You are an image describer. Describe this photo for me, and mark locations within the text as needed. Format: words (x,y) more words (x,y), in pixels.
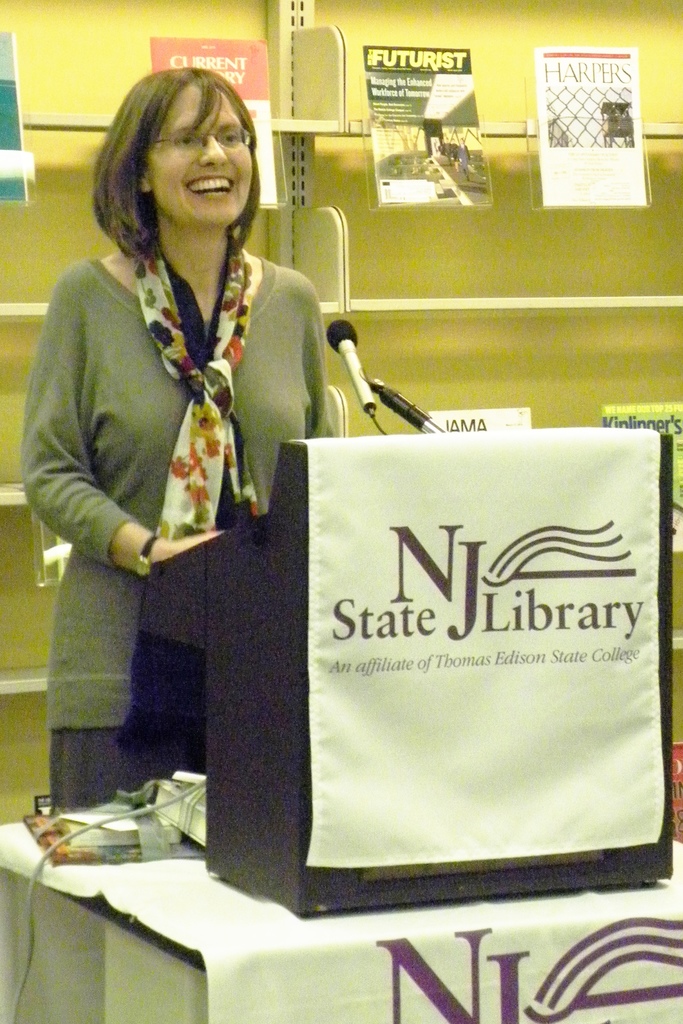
In this image we can see a woman (135,427) standing and smiling in front of the table (160,868) and on the table (291,971) we can see the white color cloth (493,917) and also a black color object (288,534) with a mike (354,362). In the background (405,431) we can see the shelf (409,361) with information boards (437,95). There is also a text (499,628) on the black color object (440,865).
